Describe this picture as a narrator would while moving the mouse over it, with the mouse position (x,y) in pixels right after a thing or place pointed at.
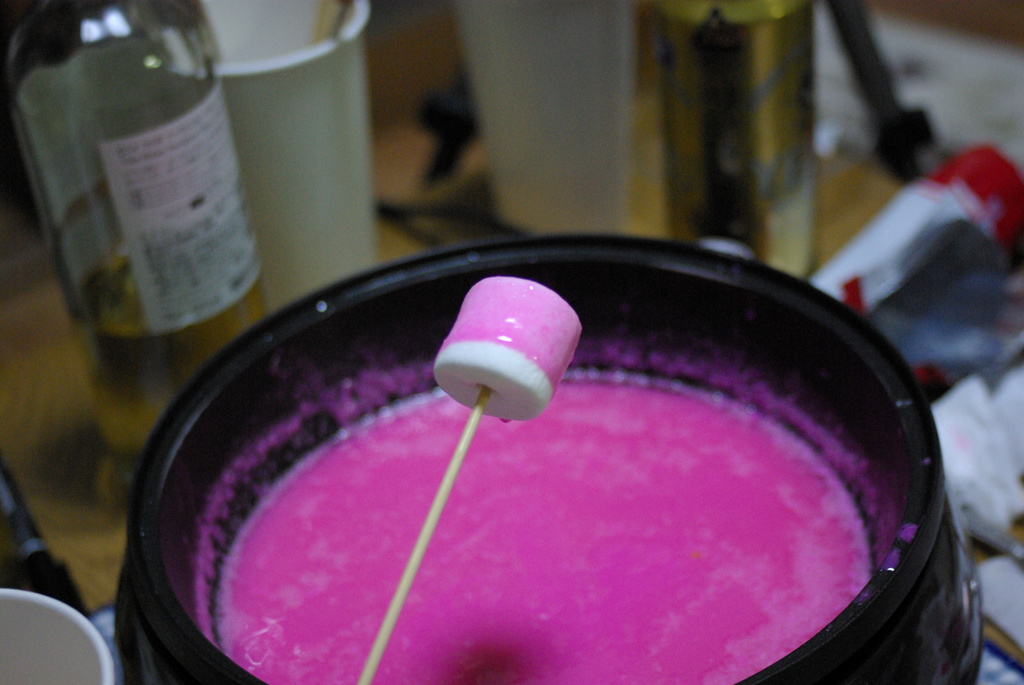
This candy (495,300) is highlighted in this picture. This is a toothpick (442,490). On a bowl (223,464) there is a liquid (468,578) in pink color. Beside this bowl (907,377) there are bottles (769,135) and glass (279,153). In this bottle (219,196) there is a liquid (142,365).
